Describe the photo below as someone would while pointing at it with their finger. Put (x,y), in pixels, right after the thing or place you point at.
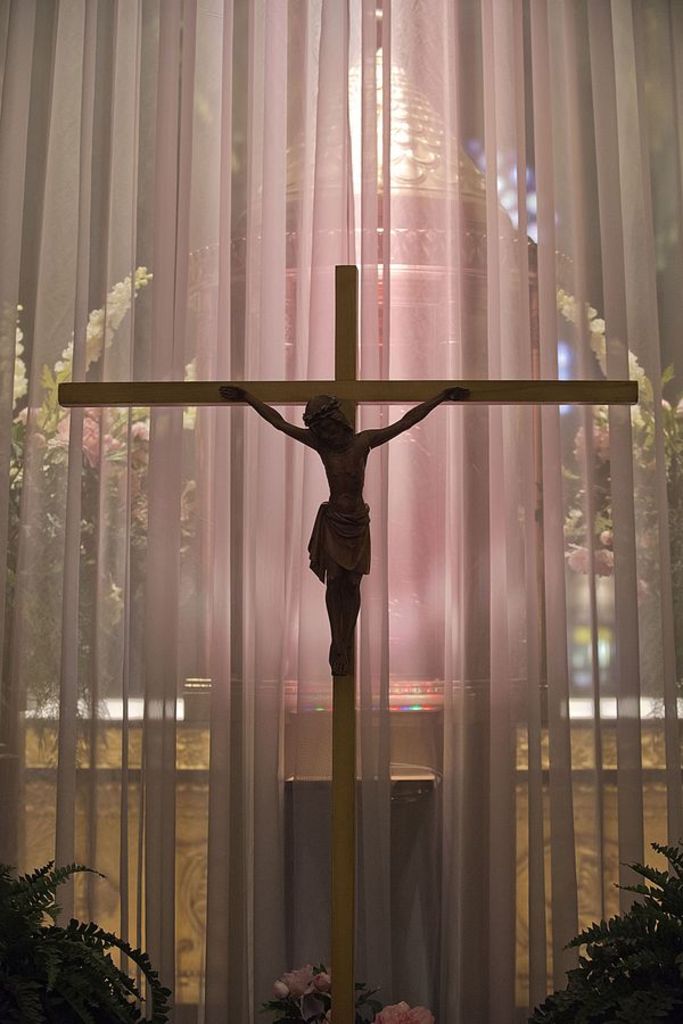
In this image there is a cross (364,386) made of wood (354,400), there is a man (332,614) on the cross (346,418), there are plants (152,974) towards the bottom of the image (108,969), there are flowers (302,983) towards the bottom of the image (304,998), there is the wall (86,795), there are plants (59,531) towards the left of the image (17,406), there are plants (599,410) towards the right of the image (601,364), there is a curtain (399,454), there is an object (371,151) behind the curtain (389,187).
